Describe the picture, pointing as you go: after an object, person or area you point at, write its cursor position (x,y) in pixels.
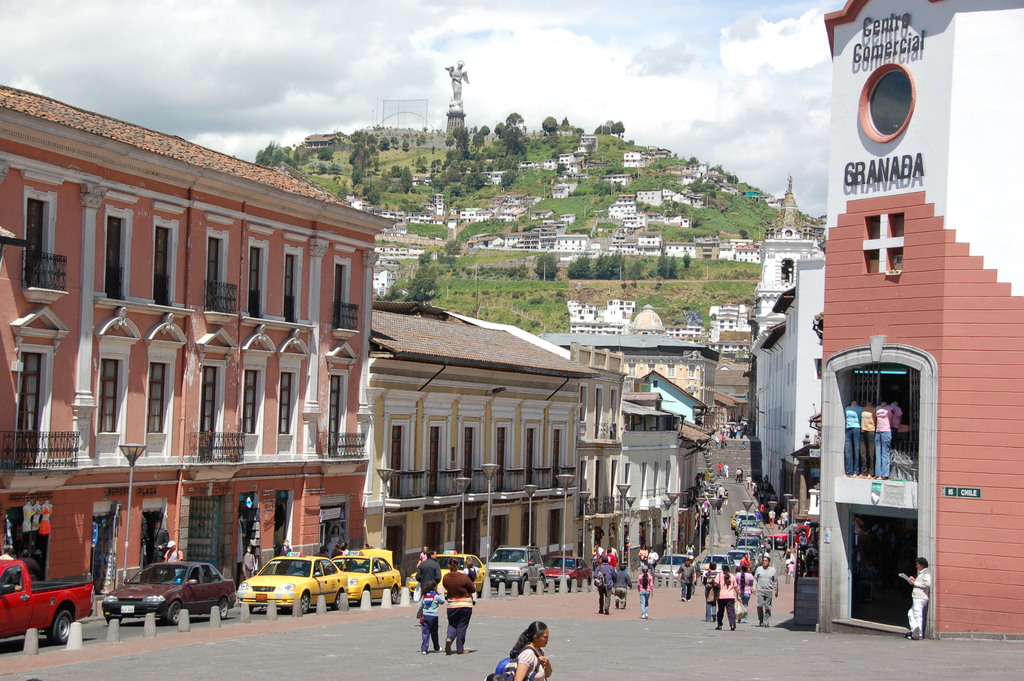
This picture is clicked outside. In the center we can see the group of persons (627,572) and group of cars (542,565). On the right (849,415) we can see the mannequins (862,417) wearing dresses (867,428) and we can see the text (889,171) on the building (939,212). In the background (535,79) we can see the sky (713,83), hills (572,137), trees (498,127), houses (497,179), sculpture (456,100) of some object (453,112) and we can see the buildings (483,446), lamppost (566,477) and many other objects (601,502), we can see the windows (103,380) and railings (465,492) of the buildings (758,375).
